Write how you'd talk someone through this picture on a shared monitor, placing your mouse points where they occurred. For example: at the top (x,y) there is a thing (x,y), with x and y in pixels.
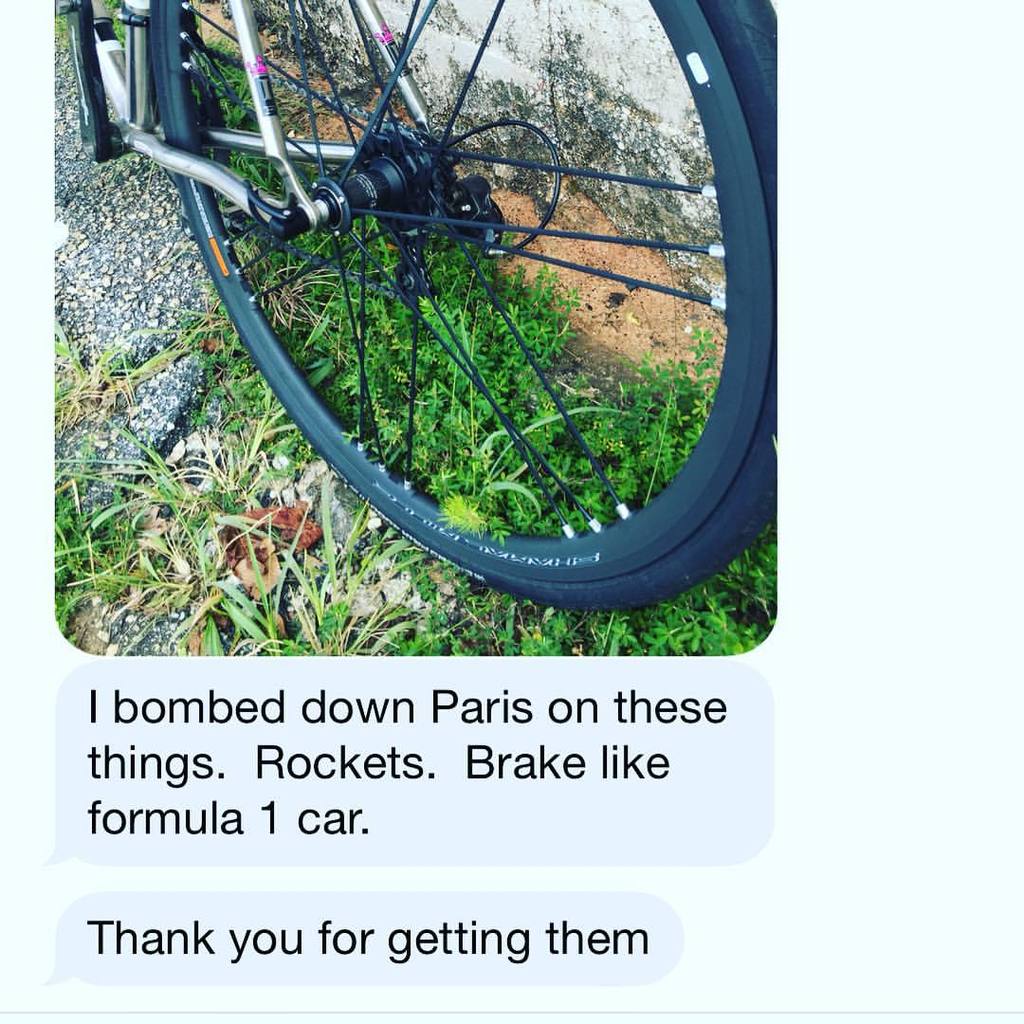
In this image, we can see a wheel (328,426) and some plants (421,479) beside the wall (630,156). There is a text (594,724) at the bottom of the image (672,701).
